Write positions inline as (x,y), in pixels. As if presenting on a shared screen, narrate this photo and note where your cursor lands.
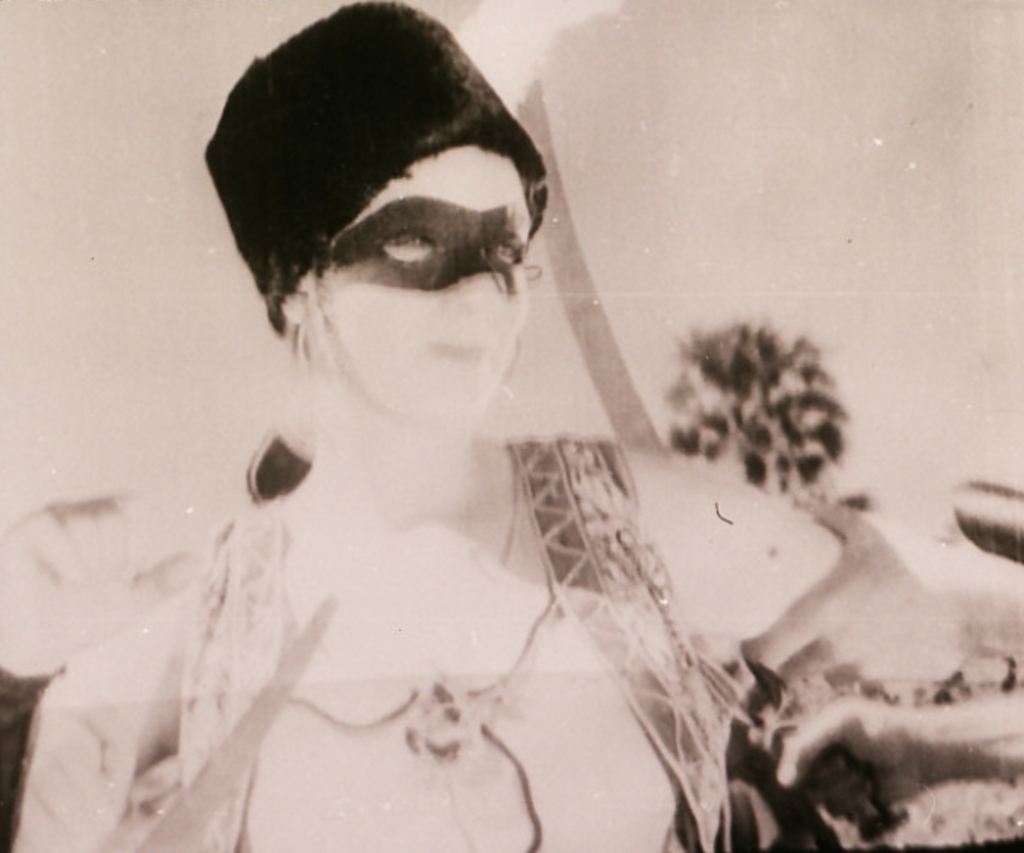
In this picture I can see a woman (656,477) she wore a cap (316,60) on her head (484,144) and a mask (469,226) on her face (508,188) and we see a human hand (891,628) holding her hand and I can see another hand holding a sword (597,374) and a tree (756,441) on the back (716,421).
